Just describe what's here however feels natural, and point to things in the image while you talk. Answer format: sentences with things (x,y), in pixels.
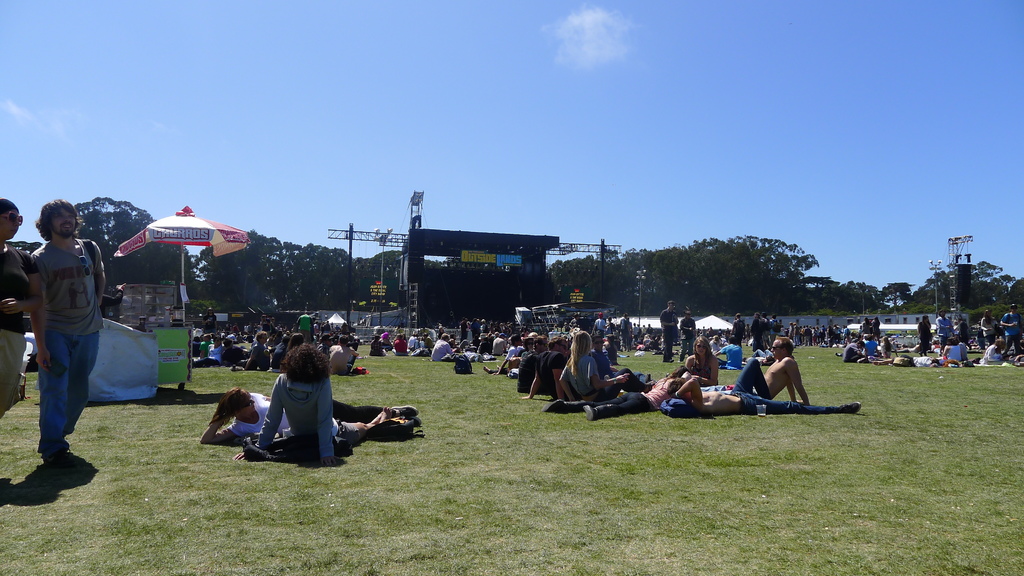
In the picture I can see these two persons (67,329) are walking on grass (17,436) and they are on the left side of the image (9,342). Here we can see an umbrella (202,221) and these people (254,399) are sitting on the ground (971,393). In the background (540,271), we can see the stage (508,300), we can see light poles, boards (390,290), trees (783,269) and the blue color sky (633,201) with clouds (583,58).
